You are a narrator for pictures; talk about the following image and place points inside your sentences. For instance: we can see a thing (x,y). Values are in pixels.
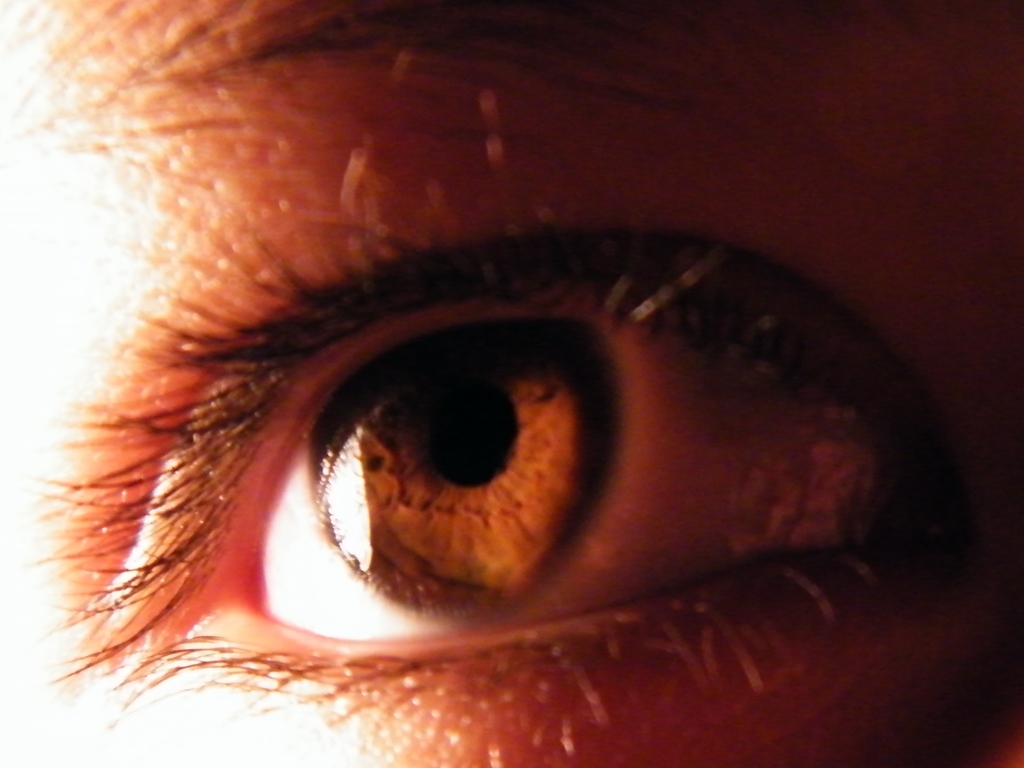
In this image I see the human eye (396,393) and I see the skin (629,187) and the eyebrows (423,38) over here.
